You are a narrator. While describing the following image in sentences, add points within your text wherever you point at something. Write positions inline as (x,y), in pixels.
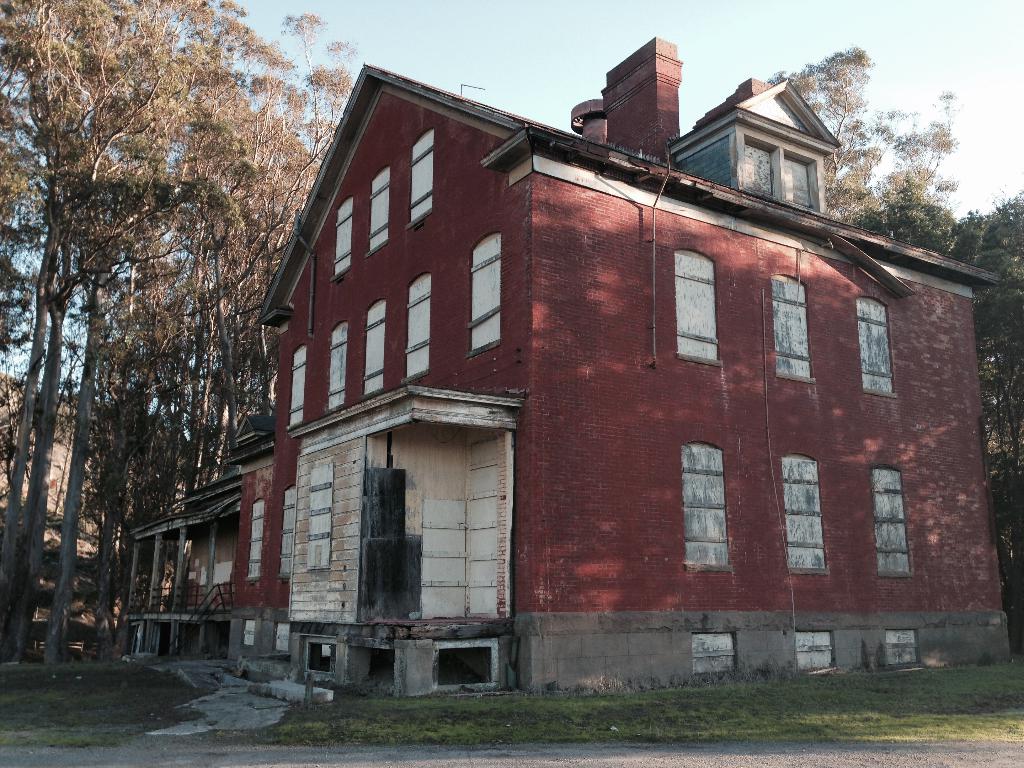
In this image in the center (678,256) there is one house (427,497), and in the background (173,458) there are some trees (1019,279) and houses (136,566). At the bottom (475,694) there is walkway (714,749) and grass (464,707), and at the top (522,71) there is sky (1011,98).
